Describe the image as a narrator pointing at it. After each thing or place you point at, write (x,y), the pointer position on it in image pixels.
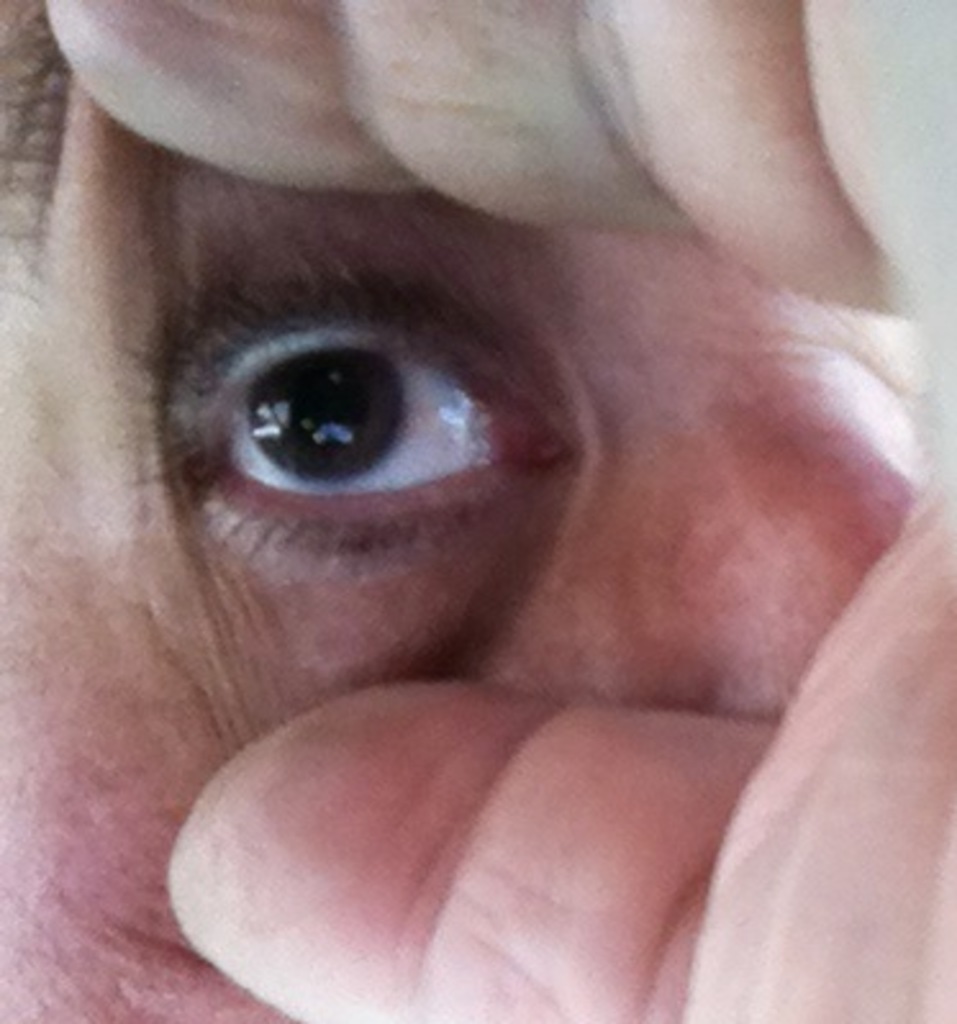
In this image we can see a person hand (283,812) and he is trying to open his eye (354,514) with the help of his hand (630,720).
